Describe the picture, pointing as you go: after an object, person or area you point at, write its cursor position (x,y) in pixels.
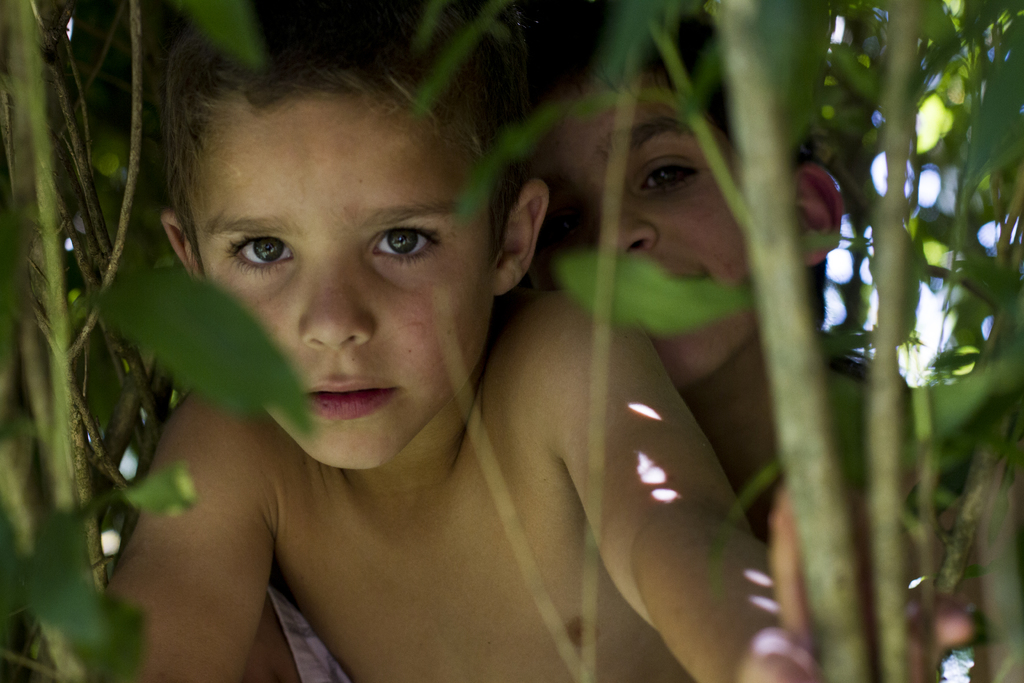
In this image, we can see some plants (671,281). There are kids (681,343) in the middle of the image (411,325).
